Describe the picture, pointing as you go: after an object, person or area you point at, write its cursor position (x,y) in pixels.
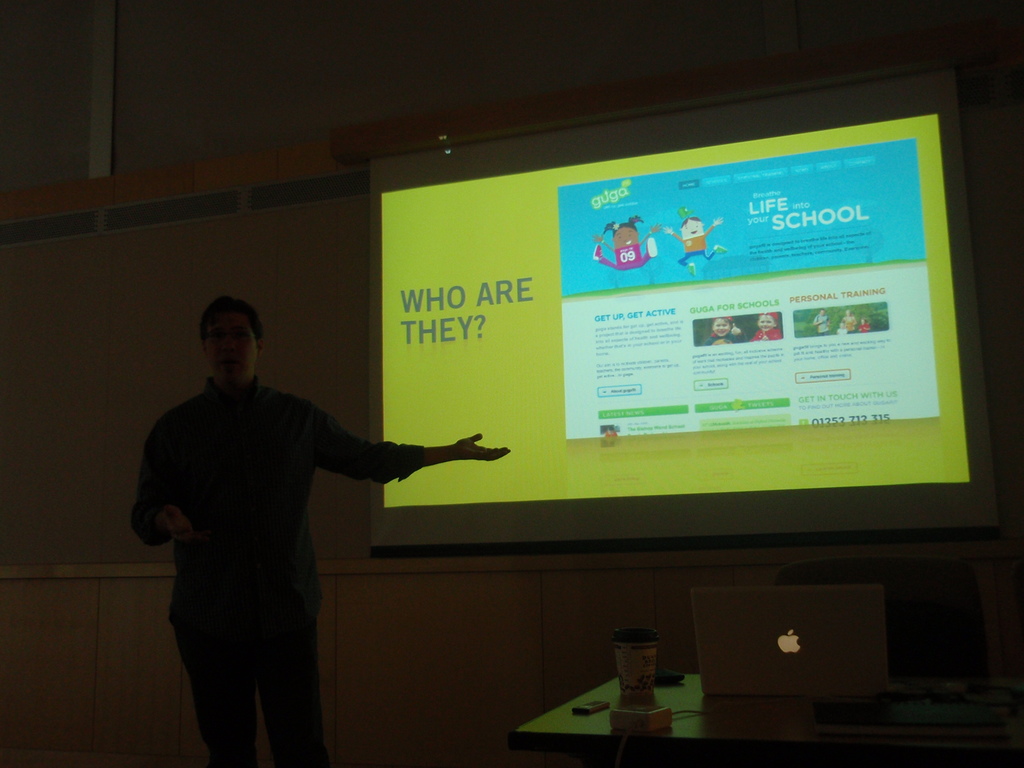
This image is clicked in a room (565,590) where the screen (728,328), table (691,730) and a person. Table (597,746) is on the right side (850,702). On the table (668,697) there are laptop (798,647), cup (651,687), mobile phone (590,711).
